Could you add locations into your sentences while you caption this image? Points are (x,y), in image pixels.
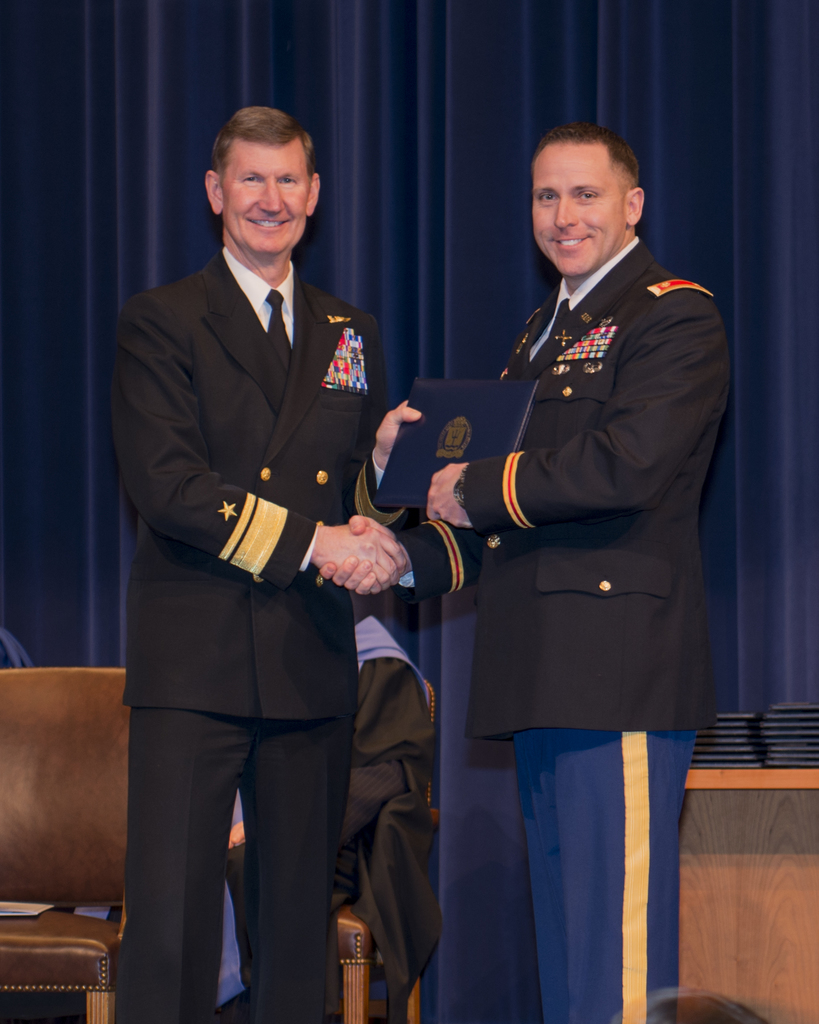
There are two military Men (534,472) Standing and shakehanding each other. Both of them were smiling. In the background (340,129), there is a blue color curtain (440,188) here.
